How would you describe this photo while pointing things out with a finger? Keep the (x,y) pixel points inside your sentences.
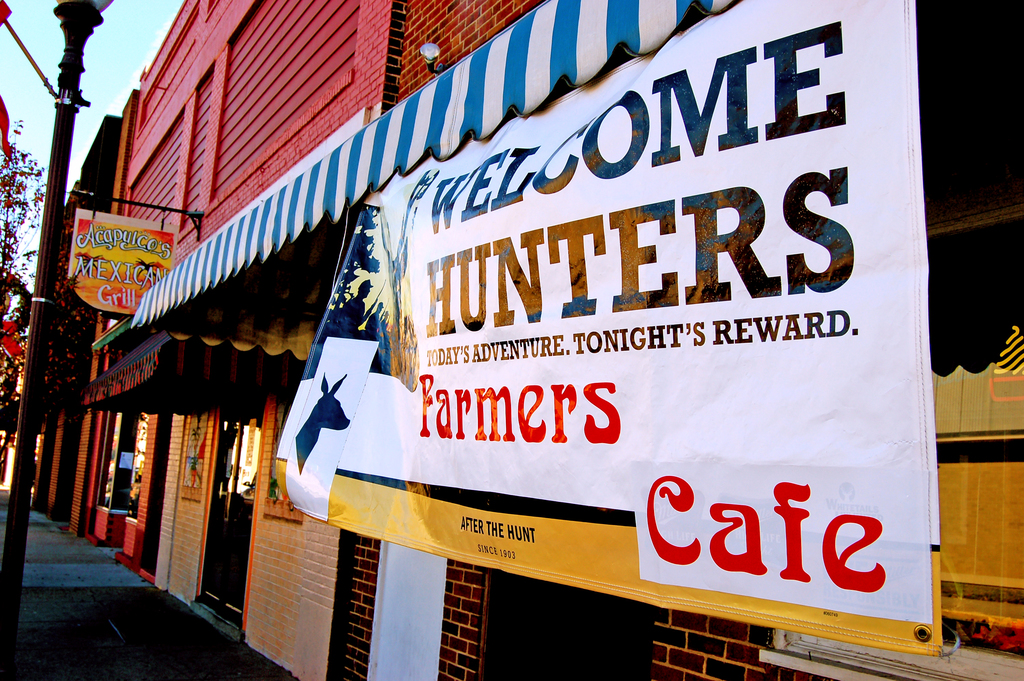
In the image in the center (542,235) we can see one building (176,546), wall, banner (898,522), sign board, pole (22,410), glass window (977,494), flags (16,351), trees (7,164) and few other objects (573,21). In the background (132,41) we can see the sky (123,51) and clouds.
